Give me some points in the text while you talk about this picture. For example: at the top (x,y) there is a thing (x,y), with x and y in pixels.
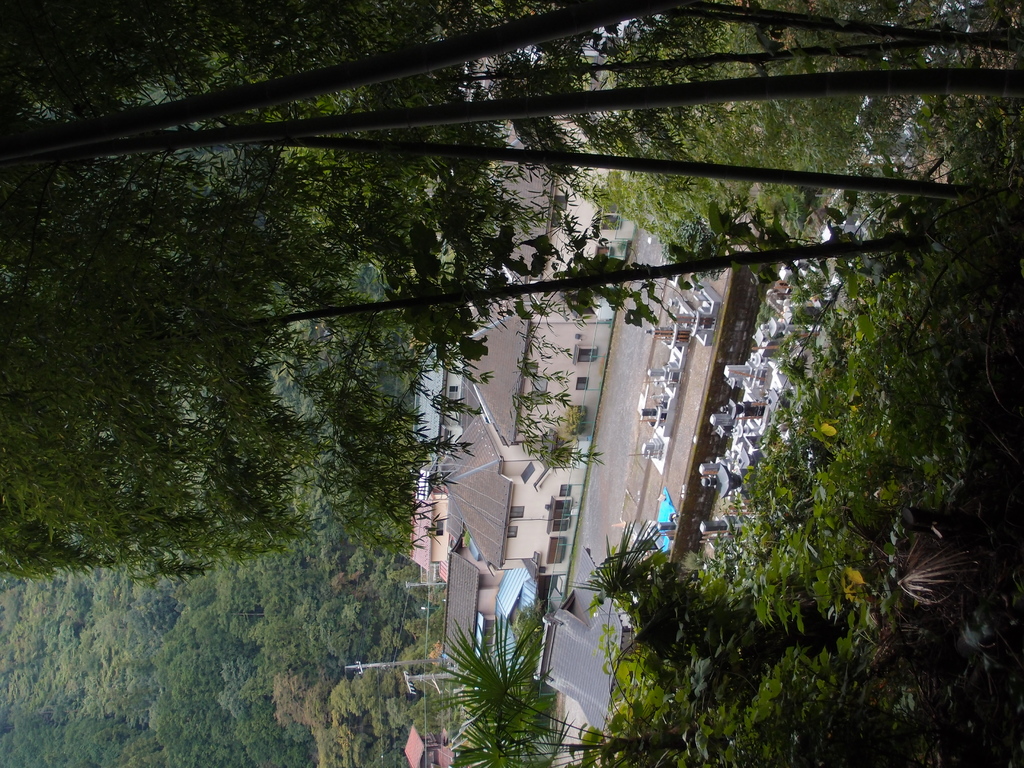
On the right side (867,447), we see the trees (871,442). Beside that, we see the graves (754,371) and behind that, we see a wall (710,458). In the middle (603,390), we see the road (618,358) and the buildings (557,475). There are trees (237,598) in the background (102,702). On the left side (209,175), we see the trees (306,171).
